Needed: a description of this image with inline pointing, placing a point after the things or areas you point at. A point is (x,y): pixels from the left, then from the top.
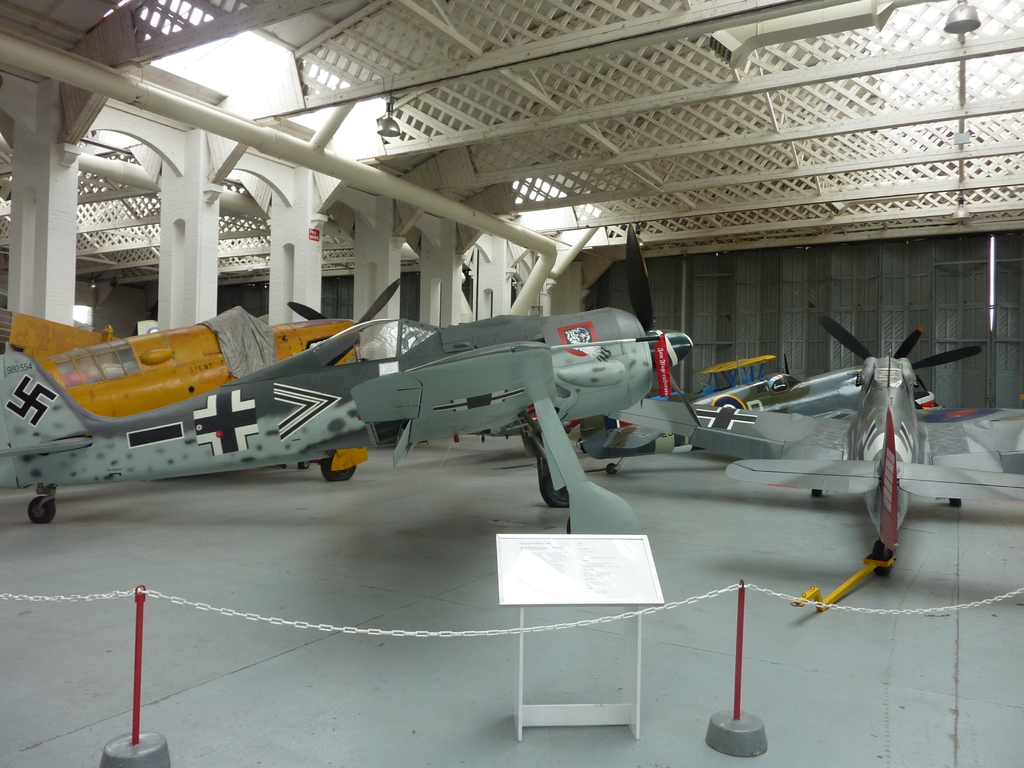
In this image, we can see few aircraft (98,455) on the path (482,607). At the bottom of the image (569,595), we can see desk (531,591) and rods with chain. In the background (899,139), there are pillars (381,290), rods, pipes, shed (338,256) and few objects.
